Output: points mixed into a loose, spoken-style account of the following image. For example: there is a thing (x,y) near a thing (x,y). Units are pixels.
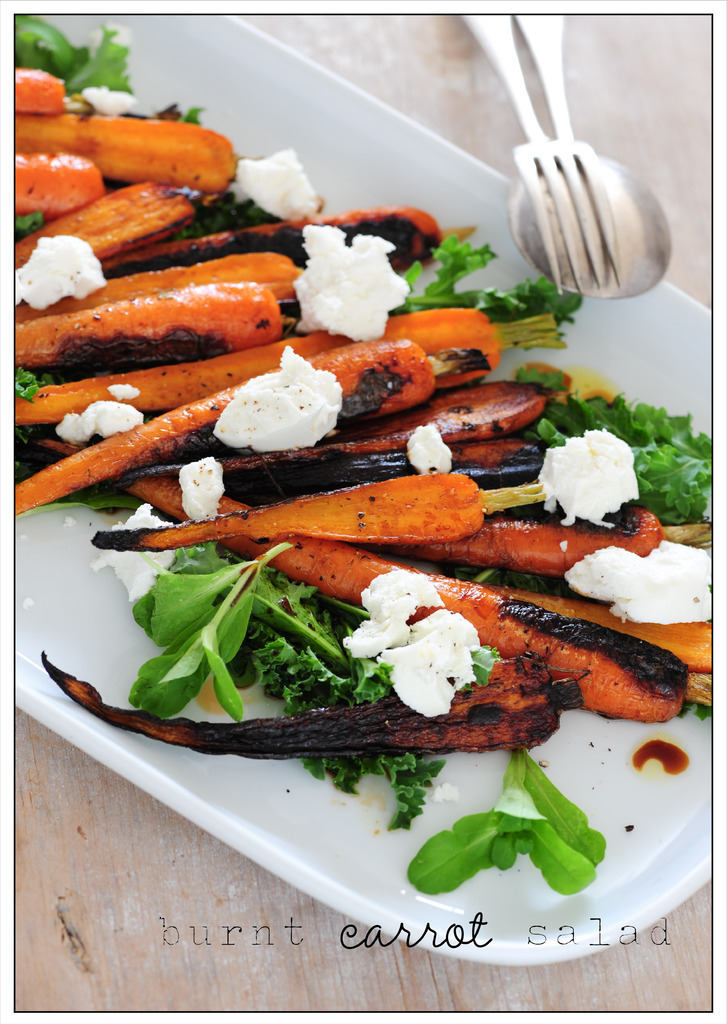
In this picture we can see tray (672,838) with carrots (631,659) and food items (64,265), spoon (663,238) and fork (537,213) on the wooden platform (92,861). At the bottom of the image (205,927) we can see text (183,935).
